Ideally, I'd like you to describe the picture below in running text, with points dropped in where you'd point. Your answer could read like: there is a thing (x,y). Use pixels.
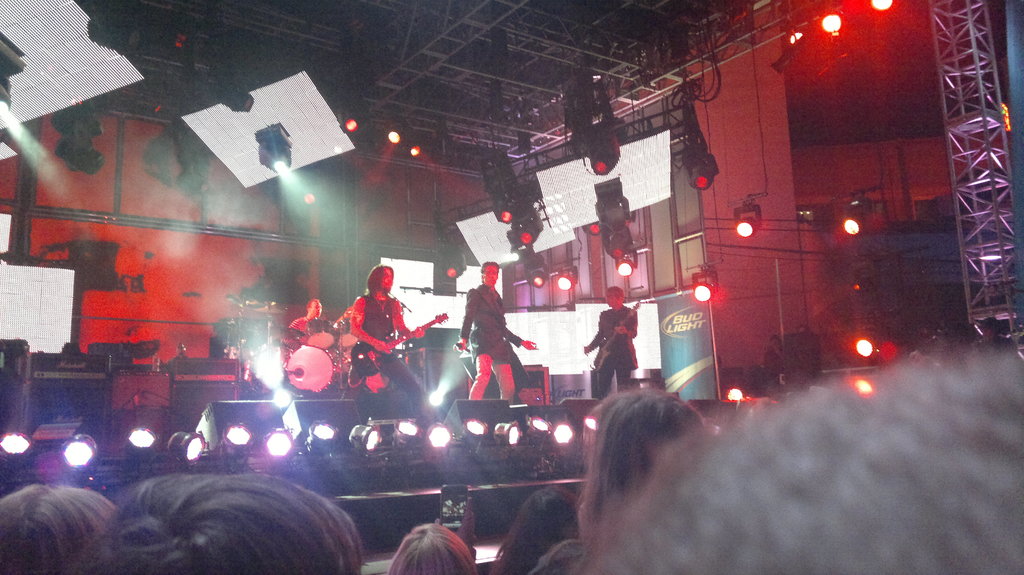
In the foreground of this image (245,513), there are heads (633,516) of a person (588,550). In the middle (504,345), there are lights (206,447) and also people (490,342) standing and holding guitar (390,343) and playing drums (349,343). At the top (276,157), there are few lights (269,133) and poles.
